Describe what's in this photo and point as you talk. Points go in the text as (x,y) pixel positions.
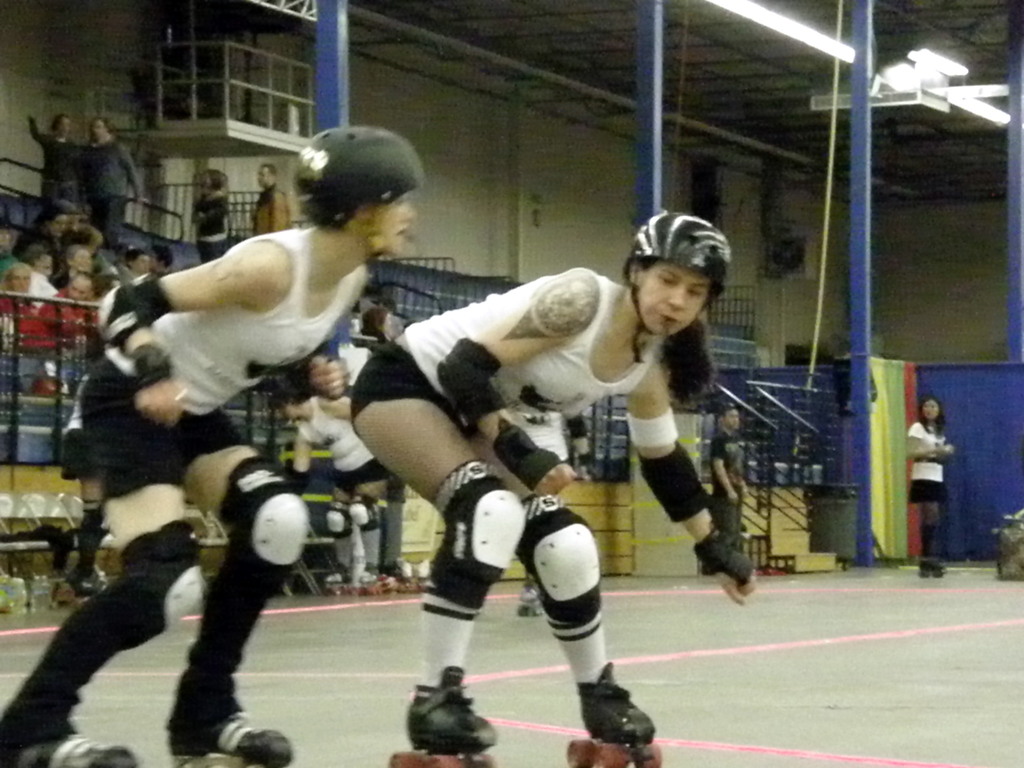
In the center of the image (471,316) we can see two persons (526,298) are skating and they (451,462) are wearing helmets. In the background (443,217) there is a building (520,226), poles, lights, fences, one rope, few people (375,506) are sitting, few people (377,508) are standing and few other objects (947,398).
